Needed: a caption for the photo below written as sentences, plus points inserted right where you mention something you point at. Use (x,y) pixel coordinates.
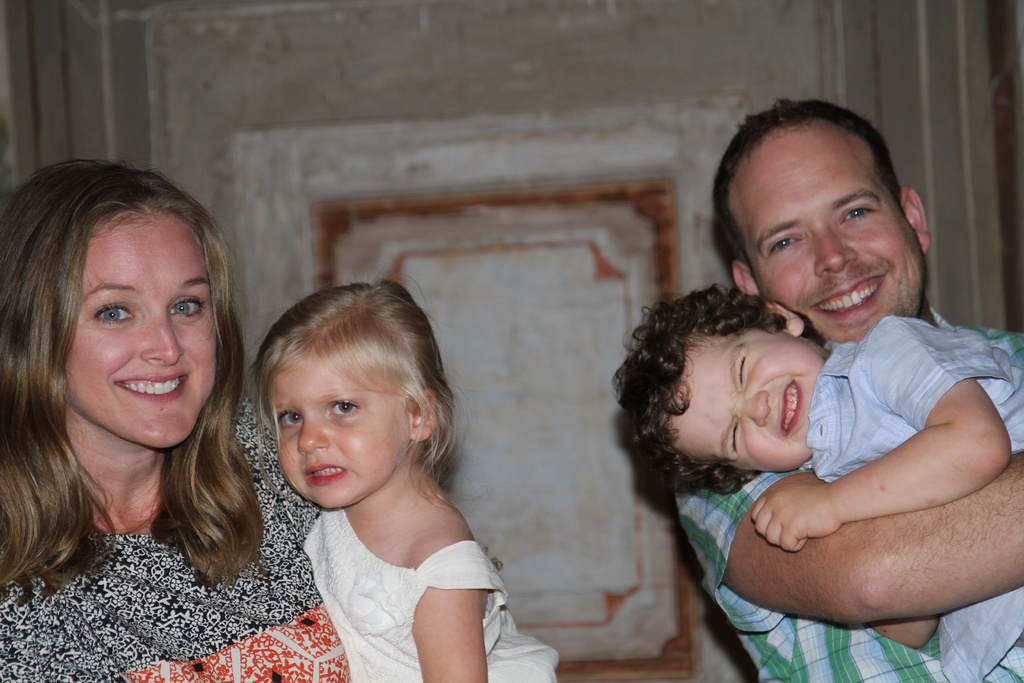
In this image, we can see a man (706,587) and a woman (136,594) standing and they are holding kids (452,606), in the background (539,521) there is a wall (593,158).
